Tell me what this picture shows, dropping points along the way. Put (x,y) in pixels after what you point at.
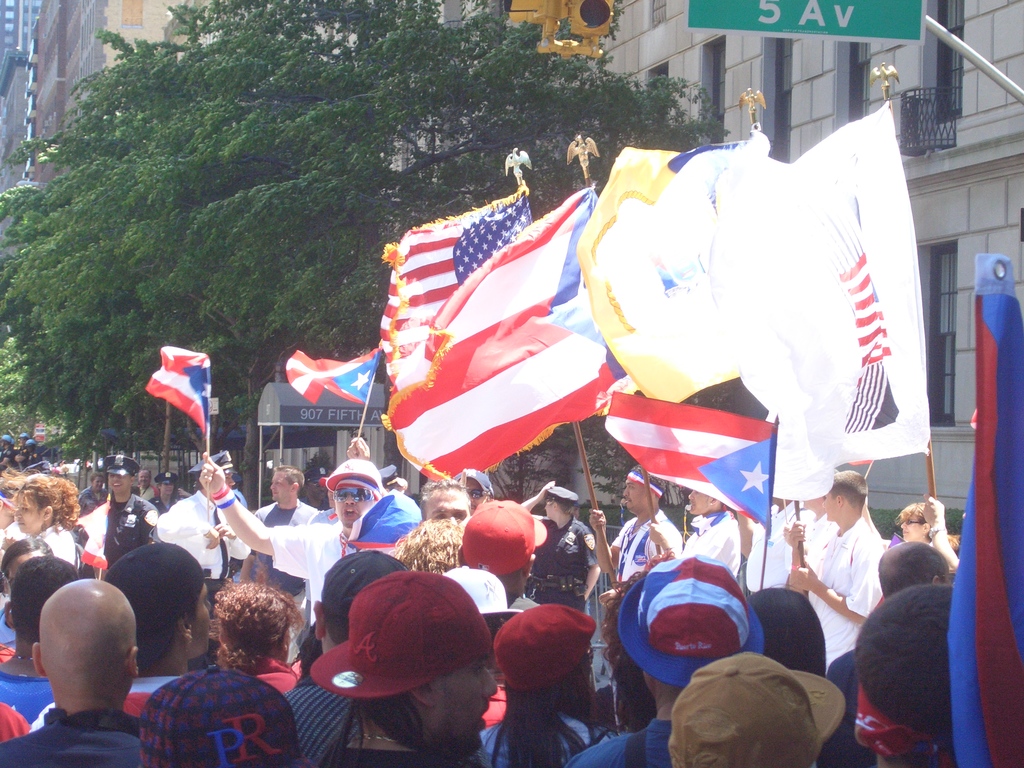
In this image I can see number of persons (274,632) are standing and few of them are wearing caps (533,642) and few are holding flags (621,407) in their hands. In the background (308,250) I can see few trees (305,209), few buildings (971,226), a green colored board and the yellow colored traffic signal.
